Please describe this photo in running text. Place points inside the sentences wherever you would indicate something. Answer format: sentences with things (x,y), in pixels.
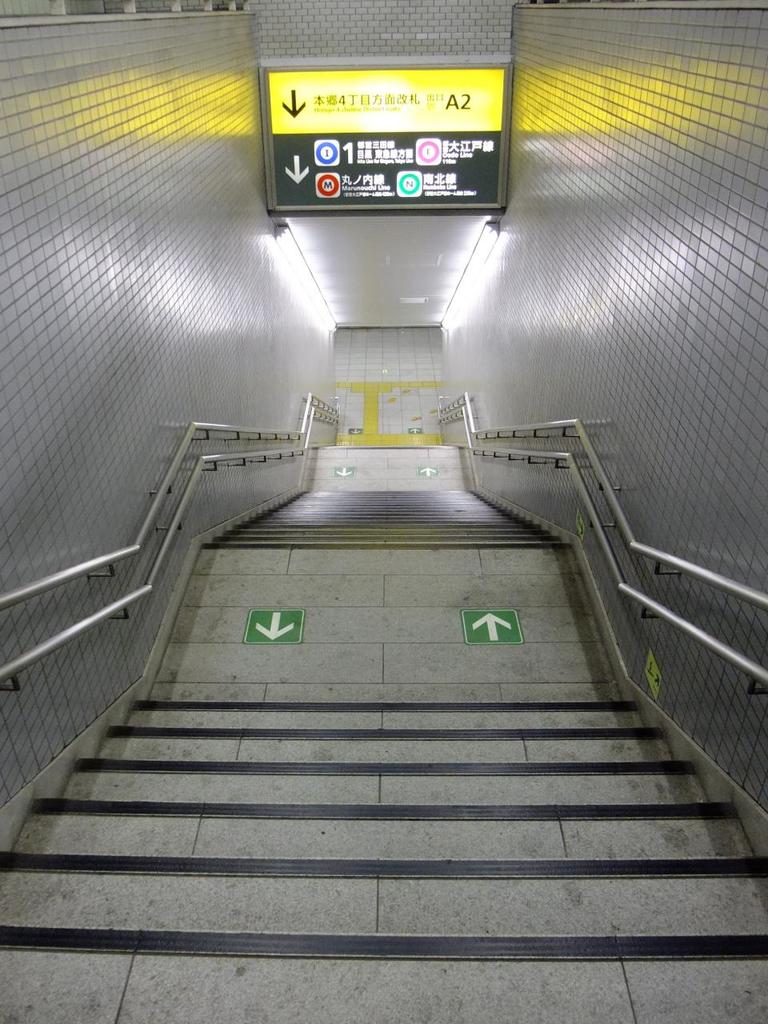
In the foreground of this picture (237,871) we can see the stairs (540,644) and we can see the arrows (476,625) on the stair (427,615) and we can see the handrails (455,416) on both the sides. At the top (377,108) we can see a screen (370,100) on which we can see the text (348,98), numbers (349,155) and some other objects (328,147) and we can see the wall (477,38).
